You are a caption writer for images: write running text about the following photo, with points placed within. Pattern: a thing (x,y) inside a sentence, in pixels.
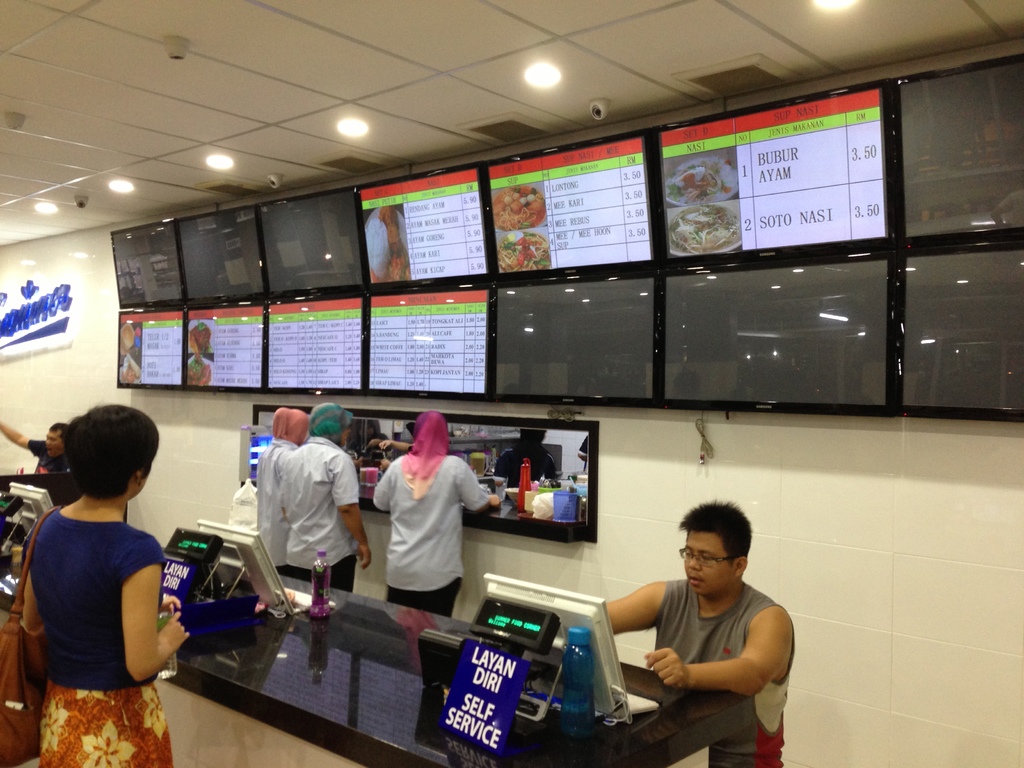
In this image we can see people (646,620) and there is a countertop (606,733). There are computers (566,594), bottles (572,718) and boards (177,591) placed on the counter top (287,667). In the background (571,522) there is a counter (527,523) and we can see some objects (557,503). There are lights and we can see screens (372,307) placed on the wall (611,490).
